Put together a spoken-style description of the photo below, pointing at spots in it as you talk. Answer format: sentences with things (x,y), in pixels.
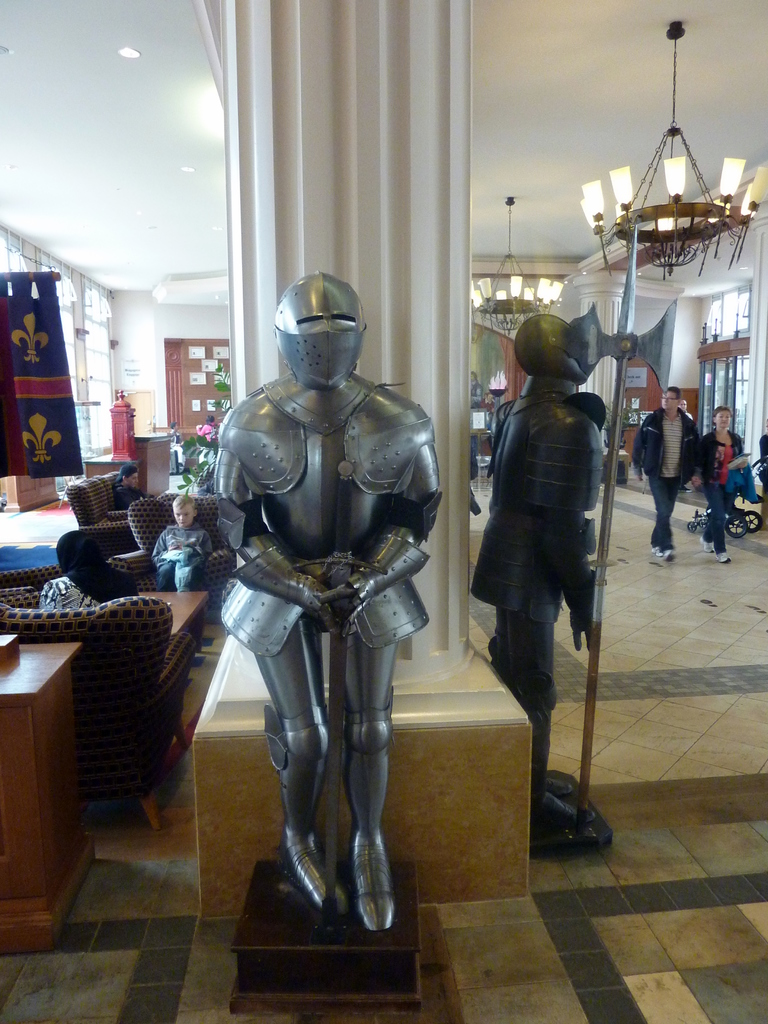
In this picture I can see there are armor (263,651) at the pillar (454,632), there is a man (650,451) and a woman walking on to right (662,442) and there is a boy (176,575) sitting in the chair (146,516) at left (176,540) and there is a person (120,491) sitting on the couch (98,501) behind the boy (173,531), there is a plant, the flag (44,403) and there are windows (71,362) at the left (103,367) and right side.
